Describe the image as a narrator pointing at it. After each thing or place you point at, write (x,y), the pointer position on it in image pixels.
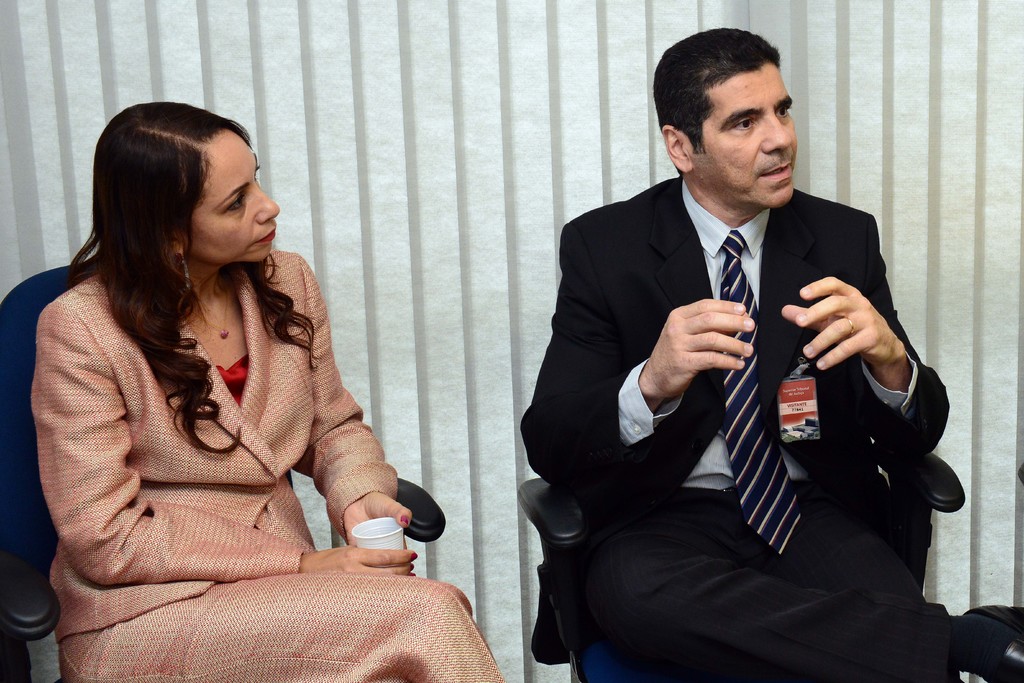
In this picture I can see a man (708,371) and woman (203,460) are sitting on chairs (556,502). The man (590,473) is wearing a black color suit (646,324), a tie (736,285) and a shirt (672,408). The woman (336,385) is holding the glass (385,547) in the hand (313,559). In the background (435,145) I can see curtains (441,254).
